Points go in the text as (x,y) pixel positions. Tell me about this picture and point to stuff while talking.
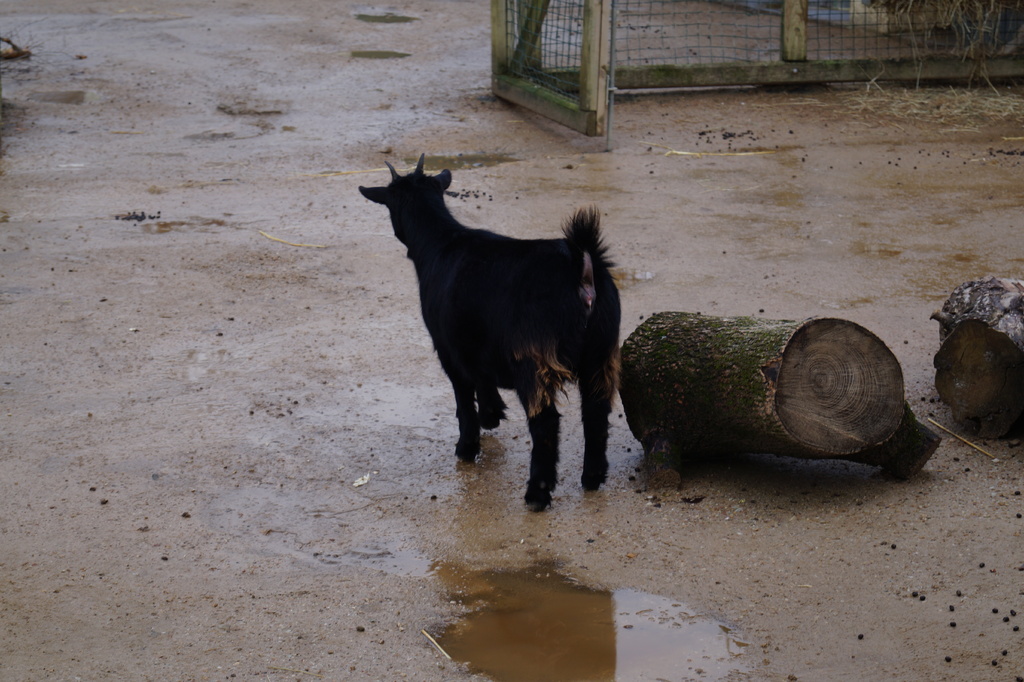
This picture is clicked outside. On the right (785,346) we can see the wooden objects (891,468) lying on the ground (830,490). In the center (504,263) we can see a black color animal (460,286) seems to be standing on the ground (534,518). In the foreground (638,609) we can see the water (581,623) on the ground (462,609). In the background (594,51) we can see the mesh (759,28) and some other objects (964,65).
